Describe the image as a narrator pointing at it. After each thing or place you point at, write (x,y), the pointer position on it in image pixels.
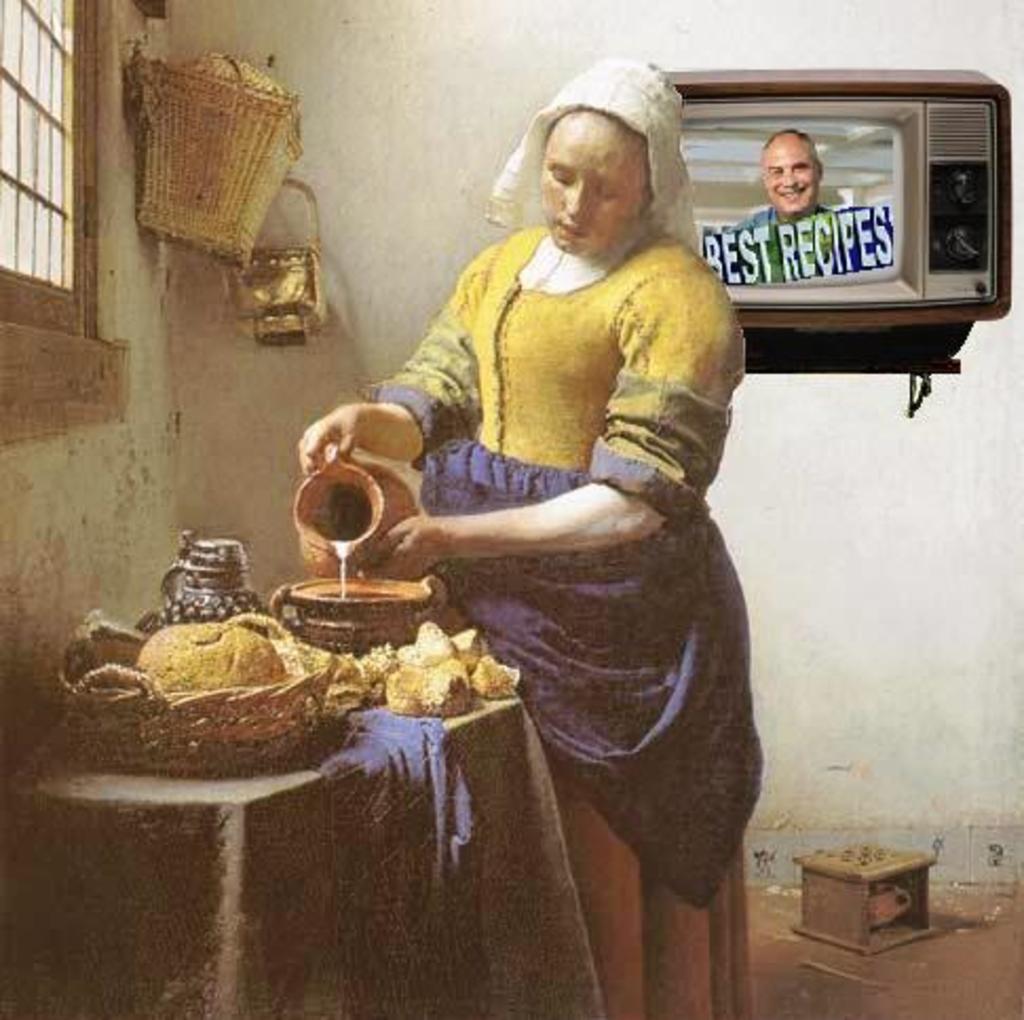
This is an edited picture of a woman (570,704) standing holding a jug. We can also see a basket (294,695) and some objects (331,639) placed on a table (268,762), a box (855,869) on the floor (930,1007), some baskets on a wall (300,427), a window (103,376) and a television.
